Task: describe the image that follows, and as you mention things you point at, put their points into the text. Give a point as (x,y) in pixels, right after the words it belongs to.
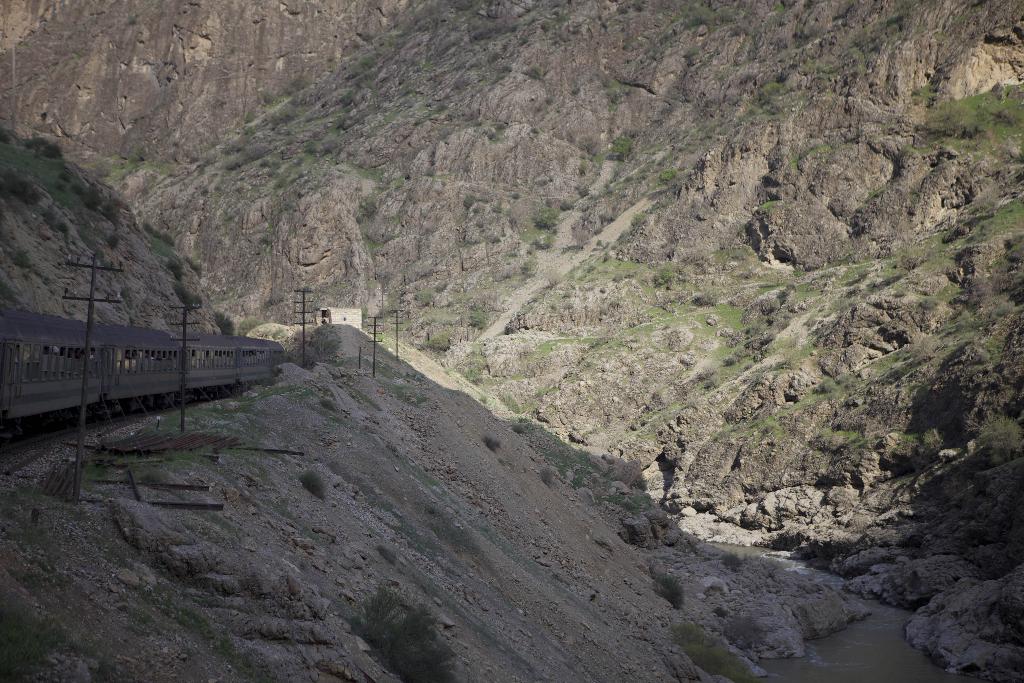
In this image we can see a train (170,393), there are rods (176,438) on the ground (237,471), there are electric poles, also we can see a river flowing between the mountains (544,203), there are plants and the grass (272,390).
